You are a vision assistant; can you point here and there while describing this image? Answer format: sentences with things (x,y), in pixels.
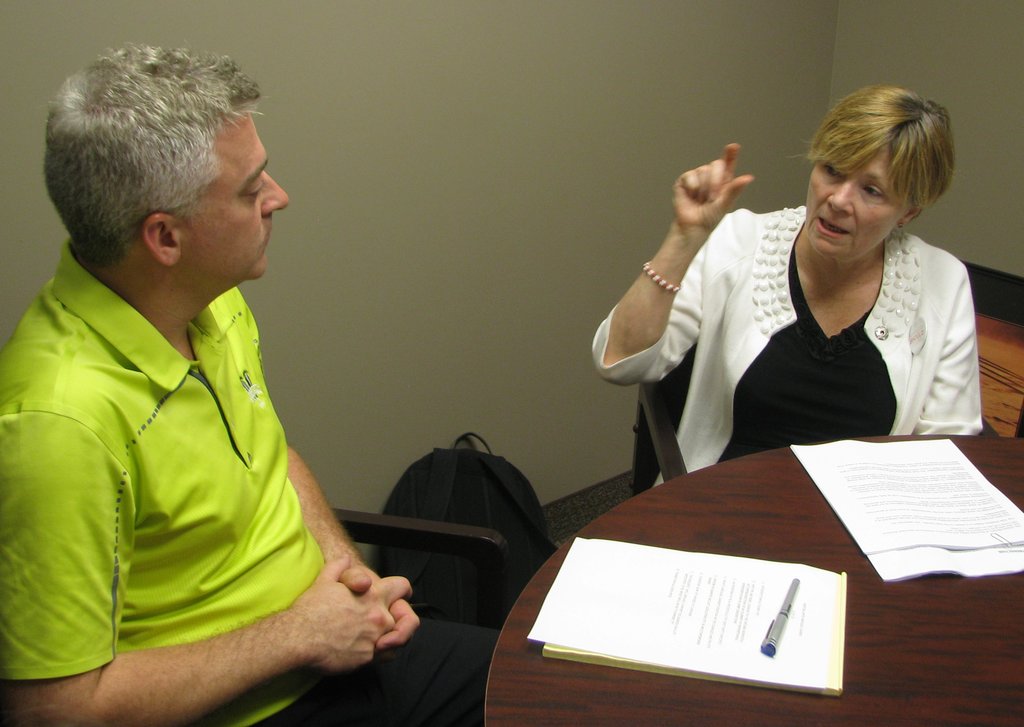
In this picture there is a woman (725,334) sitting and talking and there is a man (70,556) sitting. There are papers (671,642) and there is a pen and book (716,676) on the table (930,684). At the bottom (436,505) there is a bag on the floor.
